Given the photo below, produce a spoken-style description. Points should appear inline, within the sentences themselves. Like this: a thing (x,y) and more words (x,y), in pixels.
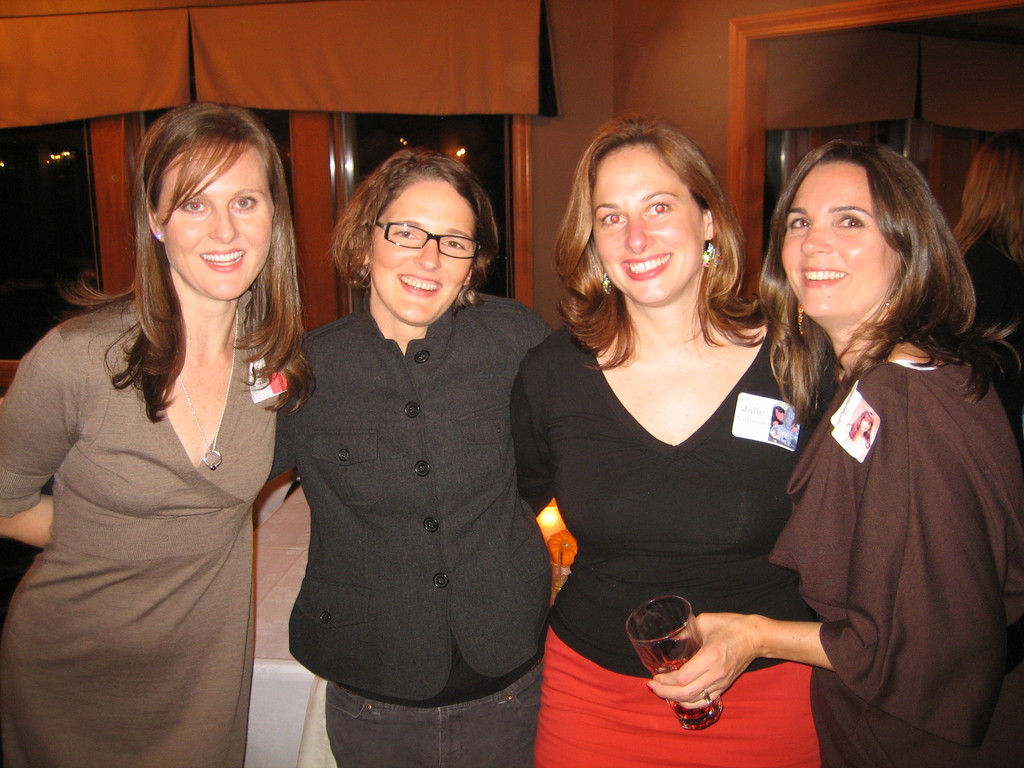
In this picture I can see there are four women (601,443) standing and smiling and there is a glass window (1,343) in the backdrop (58,200) and there is a wall (593,98).
